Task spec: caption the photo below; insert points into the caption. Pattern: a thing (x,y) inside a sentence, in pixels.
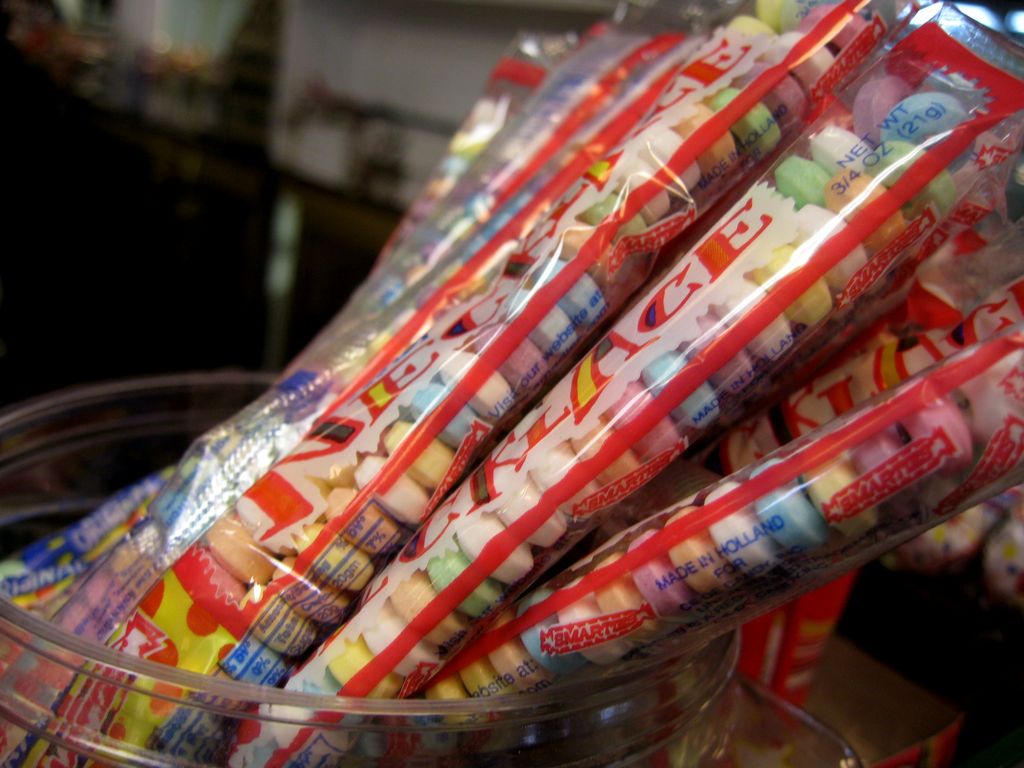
In this image I can see few colorful objects (637,413) inside the packets (557,386) and these packets (467,390) are in the container (102,490). I can see the blurred background (186,149).
